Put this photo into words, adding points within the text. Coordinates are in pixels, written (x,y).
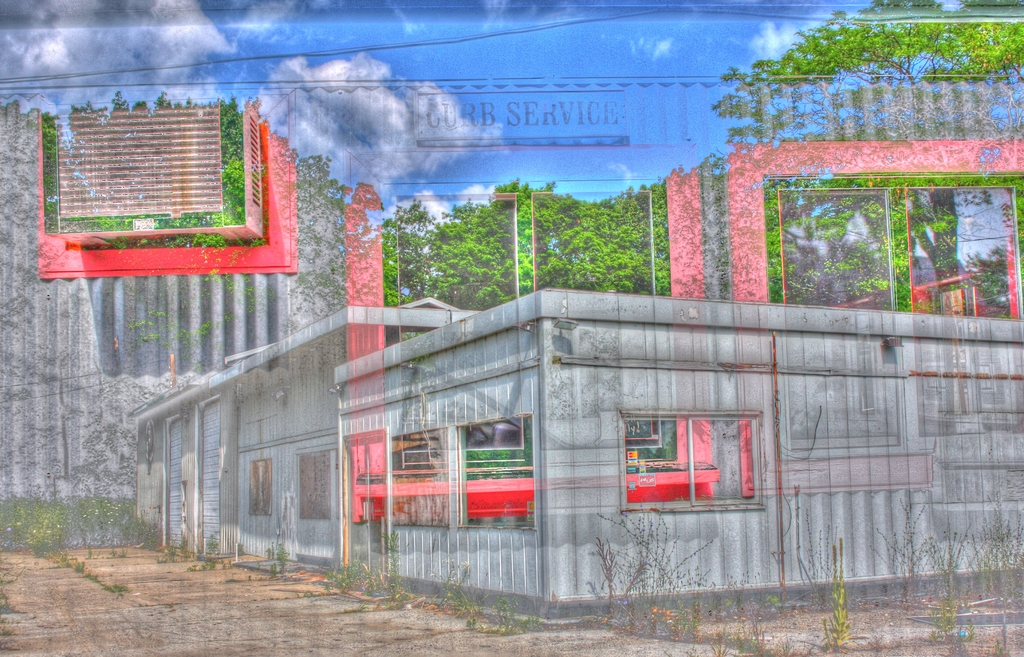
In this image I can see the buildings (431,337), trees (560,198) and clouds (394,97) in the sky (411,52).
